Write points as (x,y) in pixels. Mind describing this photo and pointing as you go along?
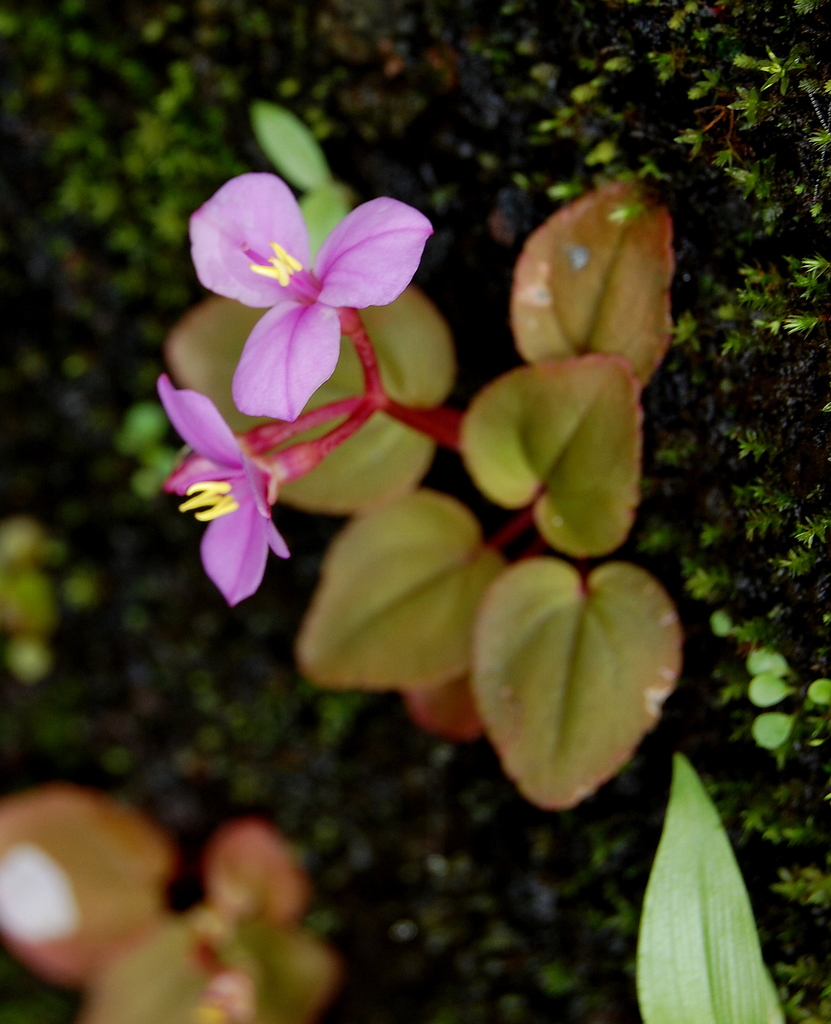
In this picture we can see flowers (320,356) and leaves (376,339), there is a blurry background (77,623).
